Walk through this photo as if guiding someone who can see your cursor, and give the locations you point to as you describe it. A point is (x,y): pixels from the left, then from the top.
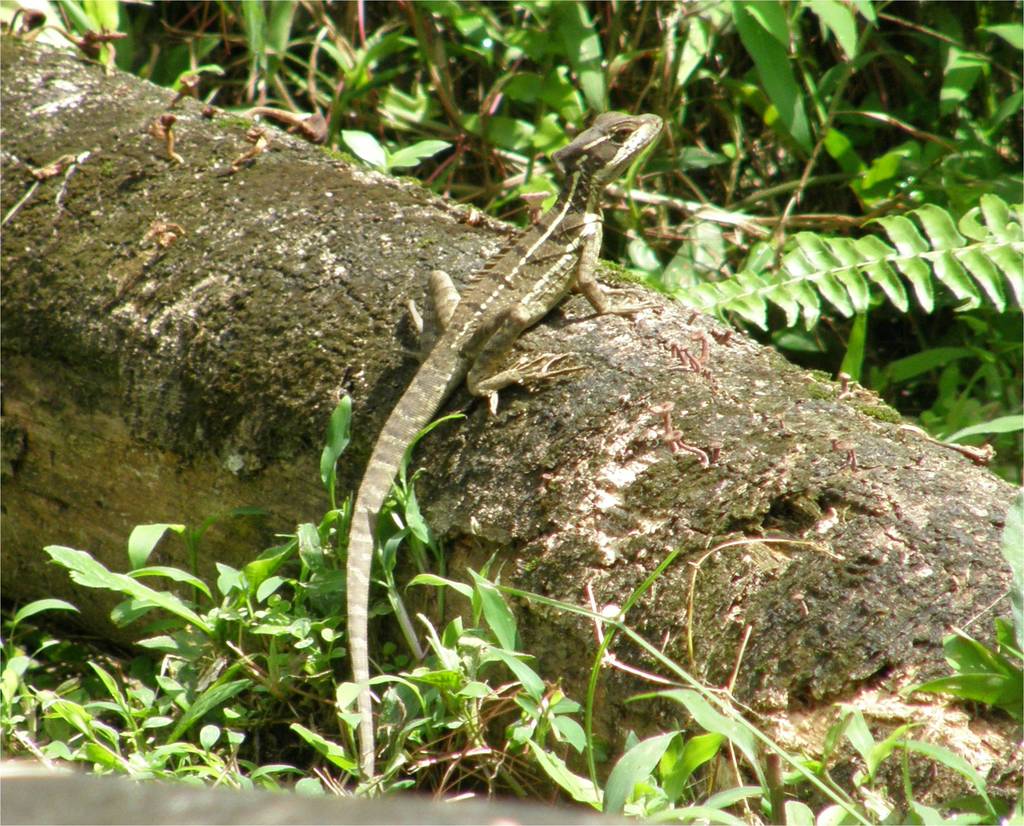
In this image I can see a wooden trunk (440,468) and I can see a lizard (541,296) and I can see leaves (139,550) and stems (464,138) visible.
